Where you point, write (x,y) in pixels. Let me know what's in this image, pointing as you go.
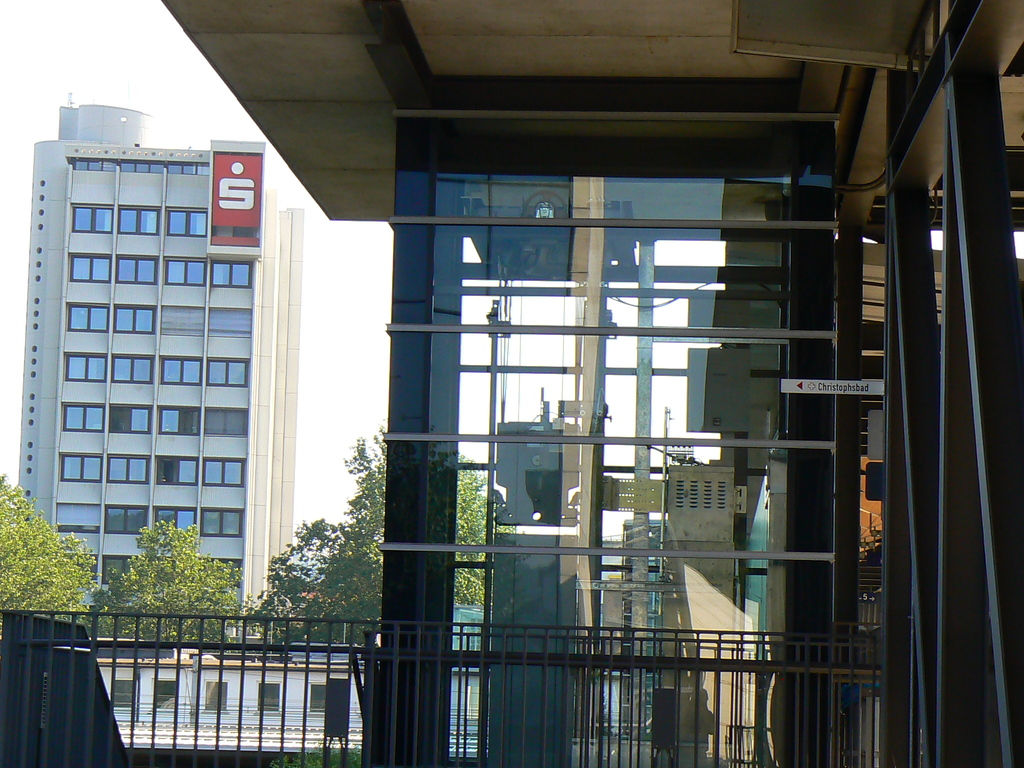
In this image I can see a multistory building (185,421) on the left hand side of the image (163,425). I can see a designed construction (701,298) with glass (456,314) and I can see trees (280,586) in the center of the image (438,510). Buildings (298,704) and grills (9,647) for a balcony (583,764) in the center of the image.
